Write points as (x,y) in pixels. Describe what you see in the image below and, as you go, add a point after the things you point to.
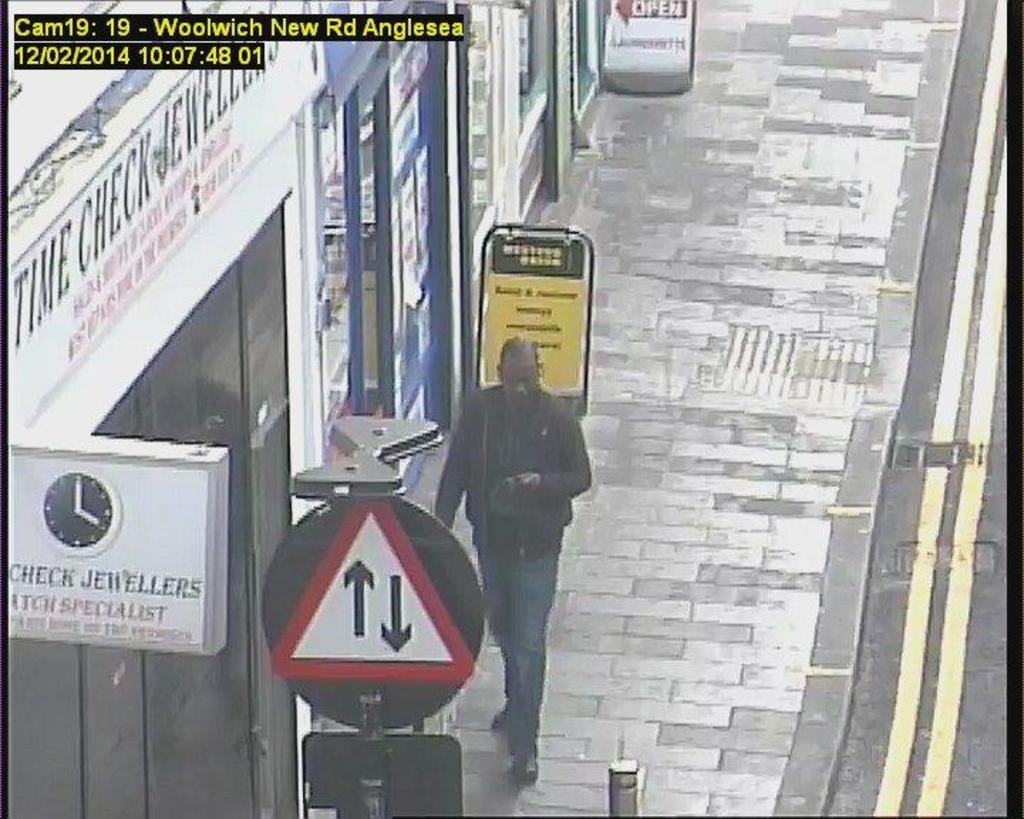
In this picture we can see a man (569,510), he is walking on the pathway (577,575), beside to him we can find few sign boards (421,562) and few stores (353,226).
